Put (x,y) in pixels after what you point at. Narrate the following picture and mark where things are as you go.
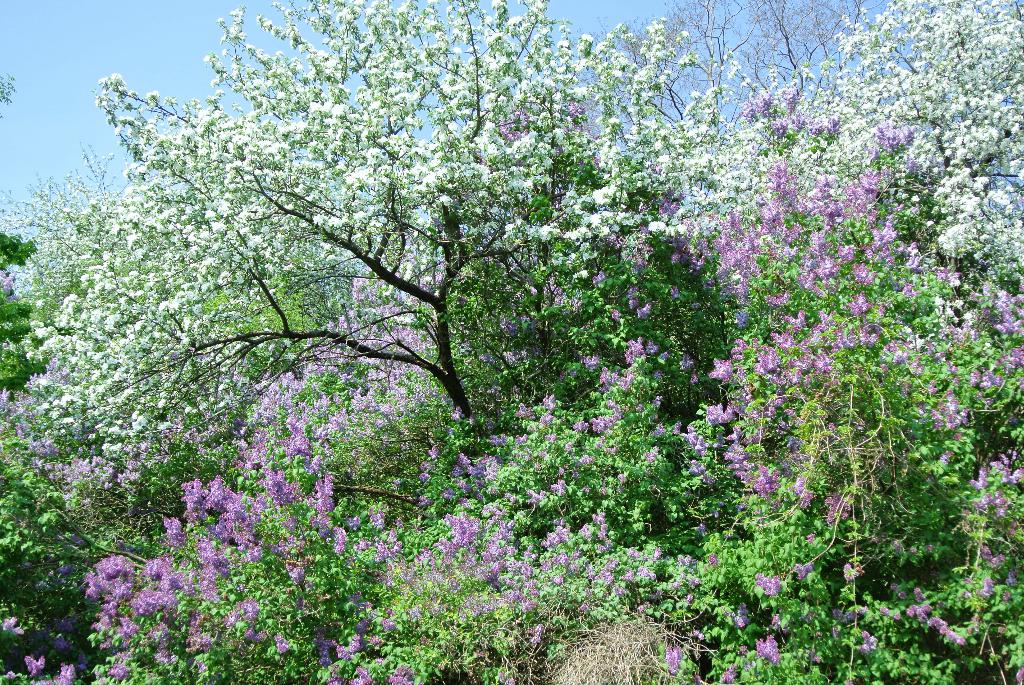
In the image there are beautiful flowers (866,170) to the branches (686,259) of the trees (60,403).
